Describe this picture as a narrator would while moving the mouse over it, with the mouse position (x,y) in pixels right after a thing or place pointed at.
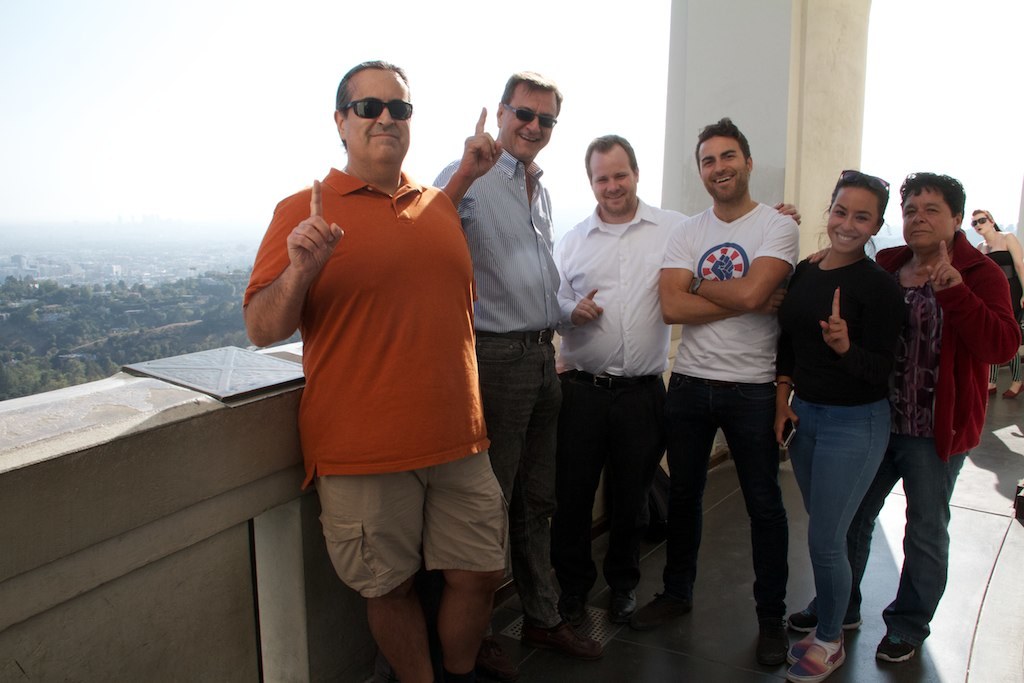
In front of the picture, we see four men (701,348) and two women (847,352). All of them are smiling. Beside them, we see a wall (264,428). Behind them, we see a pillar (728,80) in white color. On the right corner of the picture (1001,240), the woman (1002,262) in the black dress (1000,266) is standing. On the left side (188,302), there are trees (158,309). At the top of the picture (108,216), we see the sky (65,59).
